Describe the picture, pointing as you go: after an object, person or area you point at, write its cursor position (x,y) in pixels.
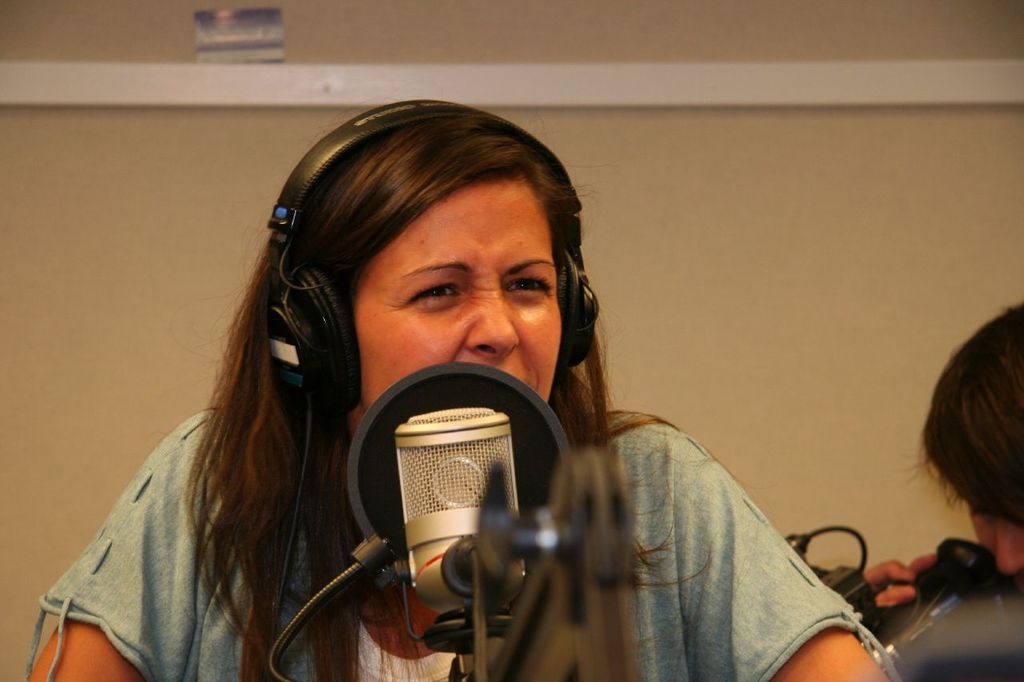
In this picture we can observe a woman (264,596) wearing blue color T shirt (696,633) and headphones (326,320). She is in front of a mic (449,518). On the right side (974,360) there is another person (1016,588). In the background (180,230) there is a wall (794,287).
